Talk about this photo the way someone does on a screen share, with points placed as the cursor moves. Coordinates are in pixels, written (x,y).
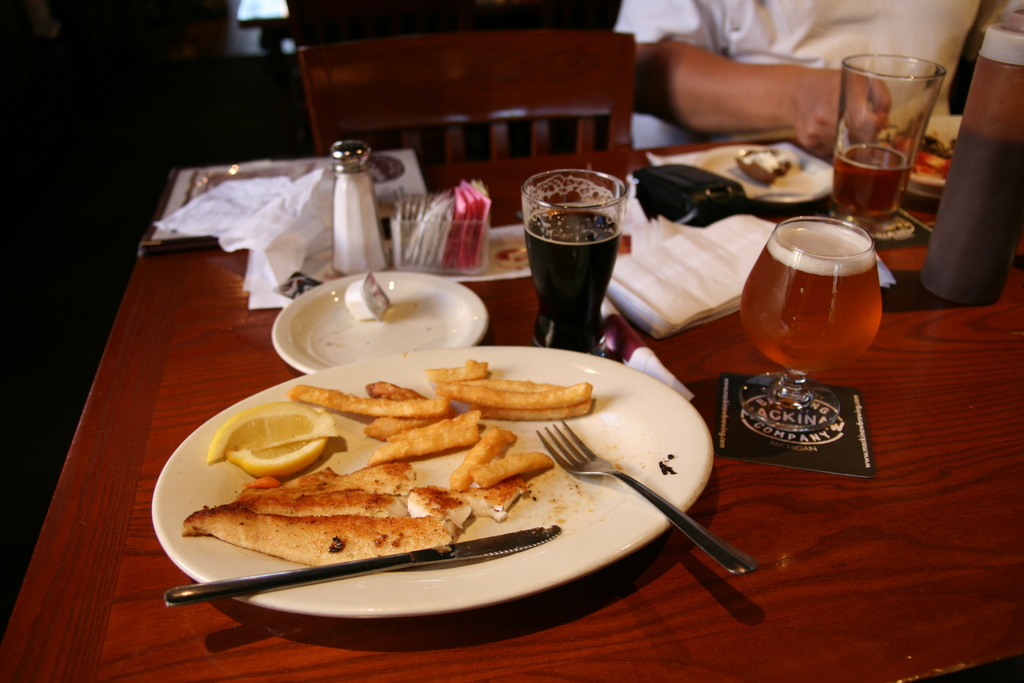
There are food items (400,519) on the plate (601,509) and knife (485,546) and fork (596,468) and beer (853,192) in a glass (809,351). A man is eating the food (945,149) in a plate (781,184) by sitting on the chair (362,83). in the left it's a salt bottle (380,240).
